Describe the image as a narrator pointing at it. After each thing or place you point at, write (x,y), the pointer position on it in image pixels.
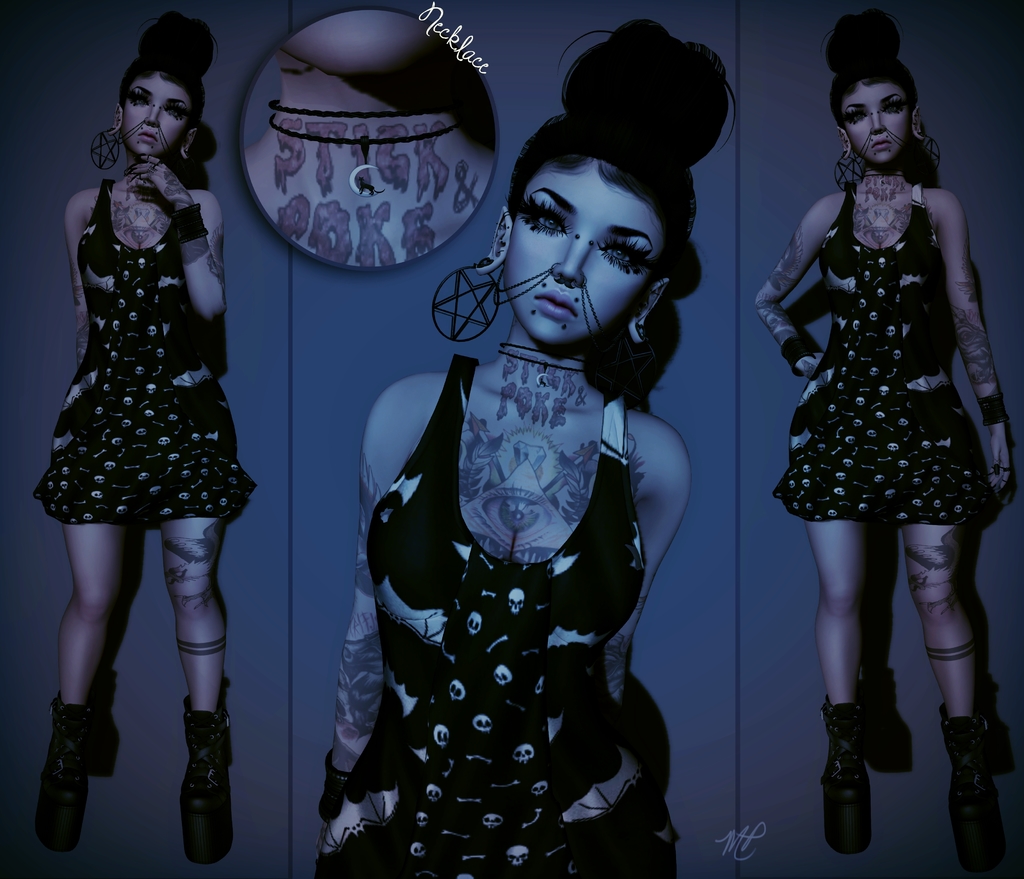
It is an animated image in which we can see there are three girls (359,606) one beside the other. In the background (350,193) it seems like a necklace (361,182) close-up which is shown in a circle (386,216).
